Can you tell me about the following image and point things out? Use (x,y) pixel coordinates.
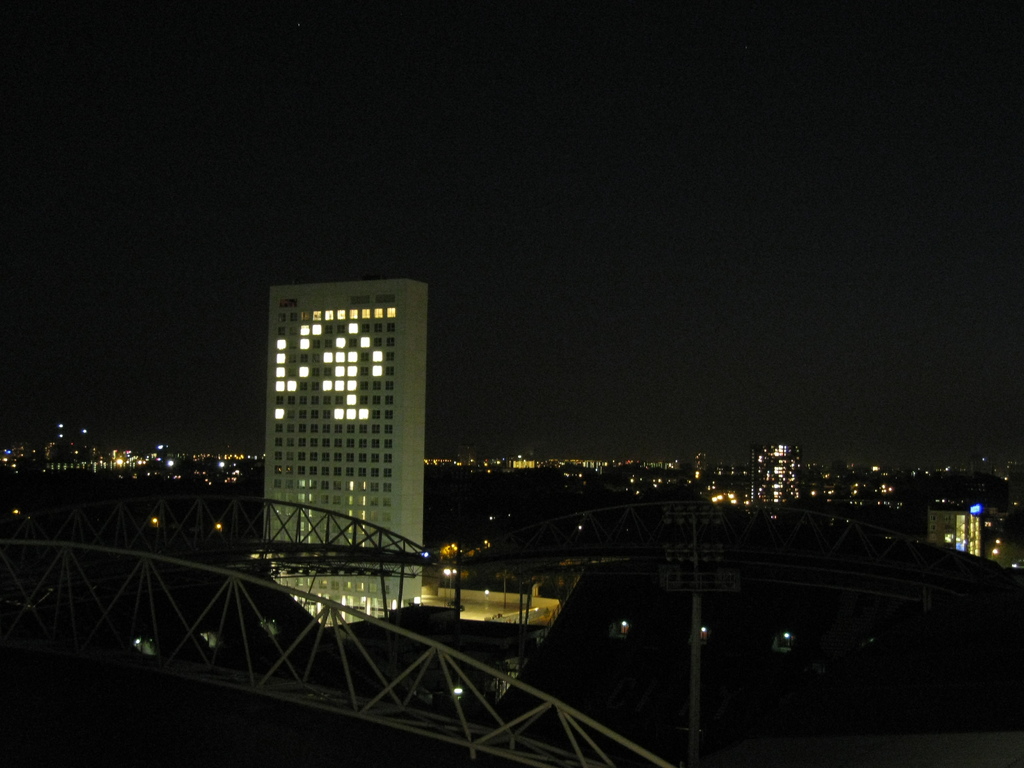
In this image we can see a bridge (347,611) with some poles (388,616), a group of buildings (327,464) with windows (341,470) and lights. We can also see the sky (465,326).
